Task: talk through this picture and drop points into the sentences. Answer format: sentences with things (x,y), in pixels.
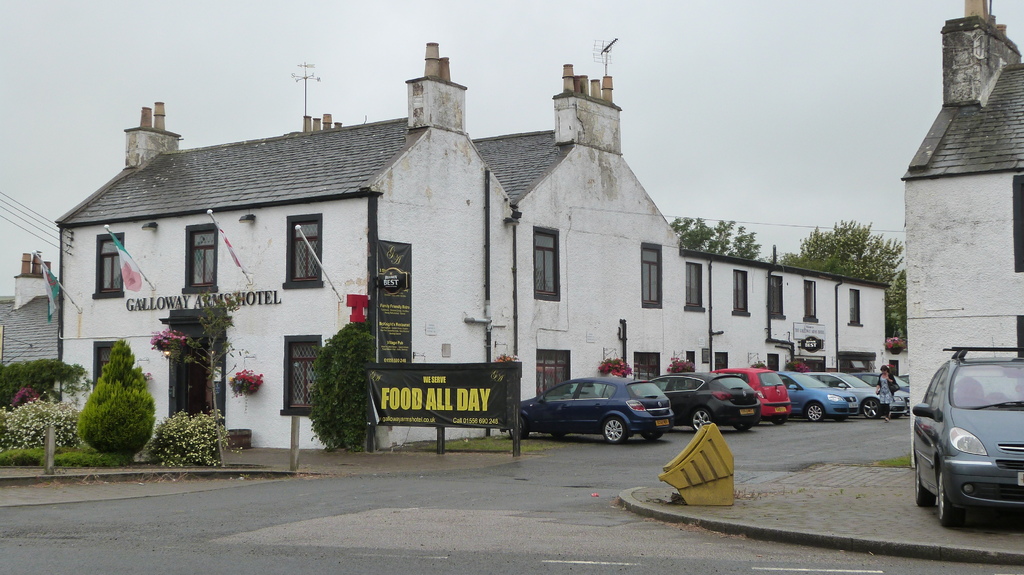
In this image, I can see the cars (935,405), which are parked. Here is the woman (879,392) walking. These are the buildings (274,238) with windows (117,276). I can see the flags (131,278) hanging to the poles (315,258). These are the plants (169,421) with flowers (59,428). I can see the trees (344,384). This looks like a board (454,414). I think these are the pipes (620,319), which are attached to the building wall (775,324).
